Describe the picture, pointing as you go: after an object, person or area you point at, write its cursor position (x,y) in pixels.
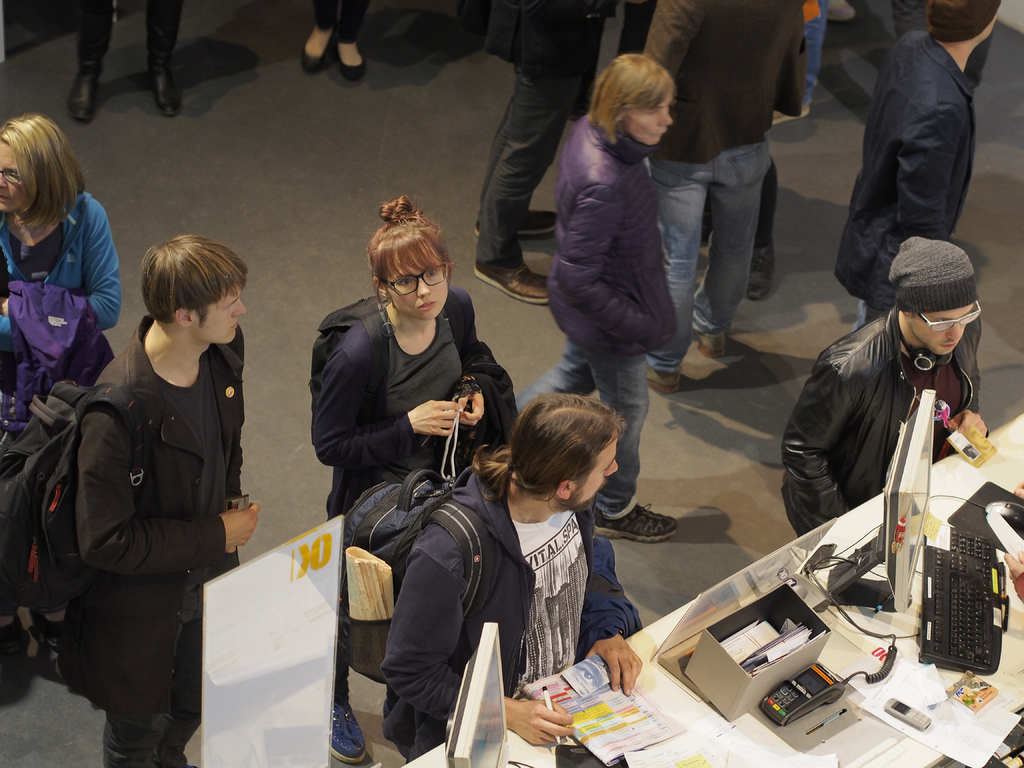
There are many people (549,444). Some are holding bags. Person (869,386) on the right (932,288) is wearing a cap (952,293) and specs (930,322) and having a headsets (928,360) on the neck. There is a table (859,531). On the table (859,544) there is a computer (911,498), keyboard (949,552), mobile (901,714), papers (933,725), box (771,671) with some items (758,663), card swiping machine (805,679) and many other items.
